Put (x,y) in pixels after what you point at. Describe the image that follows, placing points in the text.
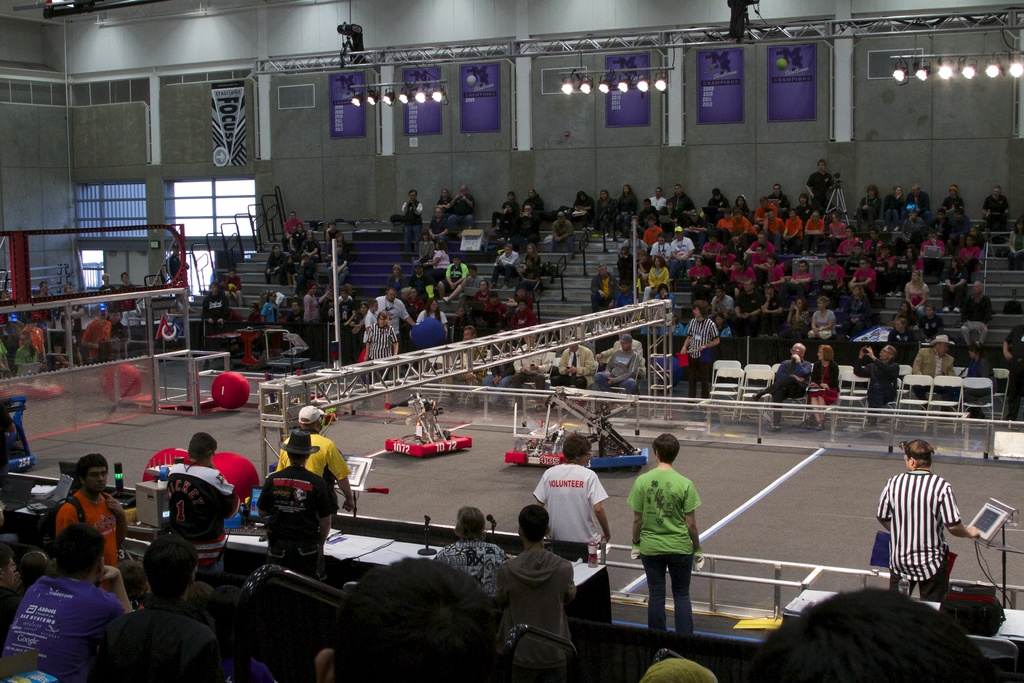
This picture consists of inside view of auditorium (743,446) and I can see a vehicle (614,465) visible in the middle (416,452) and I can see there are some persons (407,208) visible on stair case (356,231) and some persons (570,435) standing and some persons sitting on chairs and at the top (534,49) I can see lights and the wall (720,140). At the bottom (130,532) I can see a table (402,555), in the middle (627,318) I can see a rod (409,357).
